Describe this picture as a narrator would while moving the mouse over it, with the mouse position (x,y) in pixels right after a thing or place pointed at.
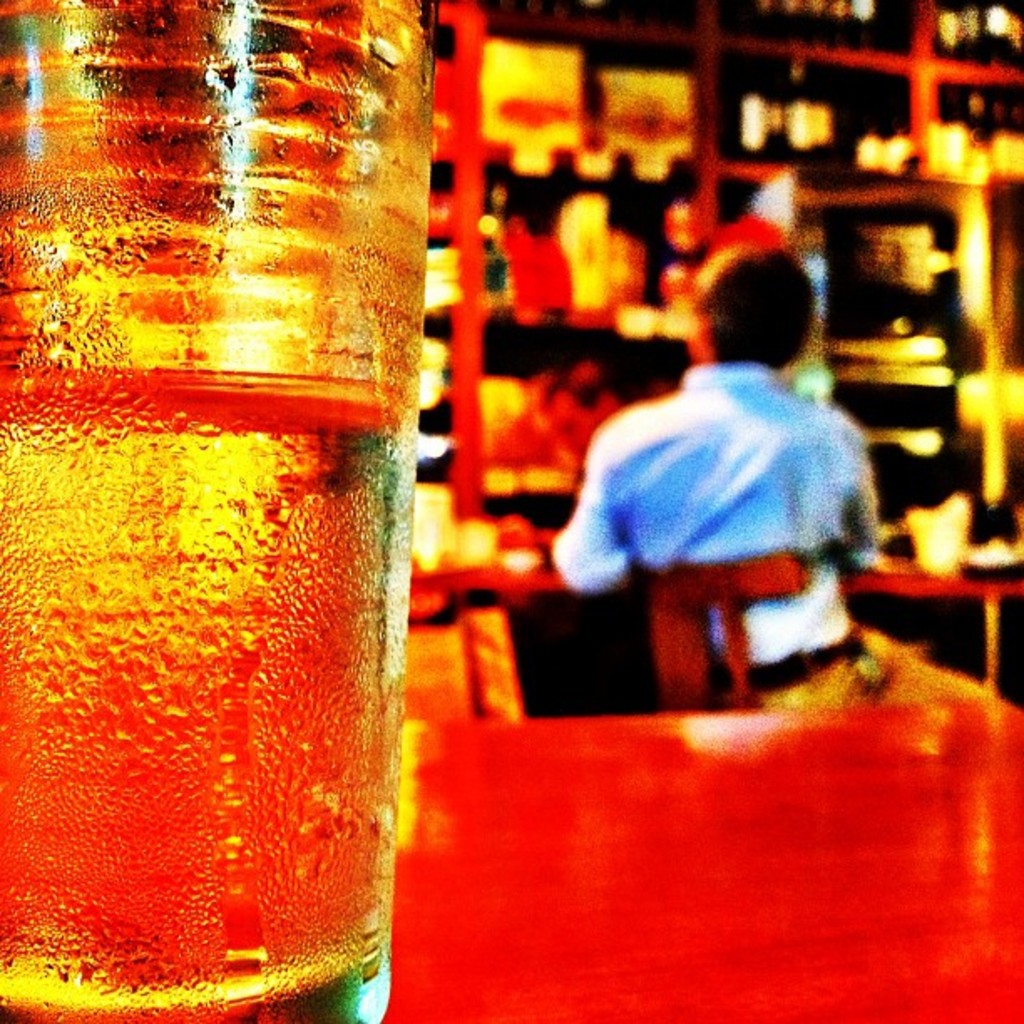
In the foreground of this image (589,905), on the table (556,995), there is a glass (308,315). In the background (683,372), there is a man (778,643) sitting on the chair (743,646) near a table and we can also see few objects (645,159) in the rack (625,343).
